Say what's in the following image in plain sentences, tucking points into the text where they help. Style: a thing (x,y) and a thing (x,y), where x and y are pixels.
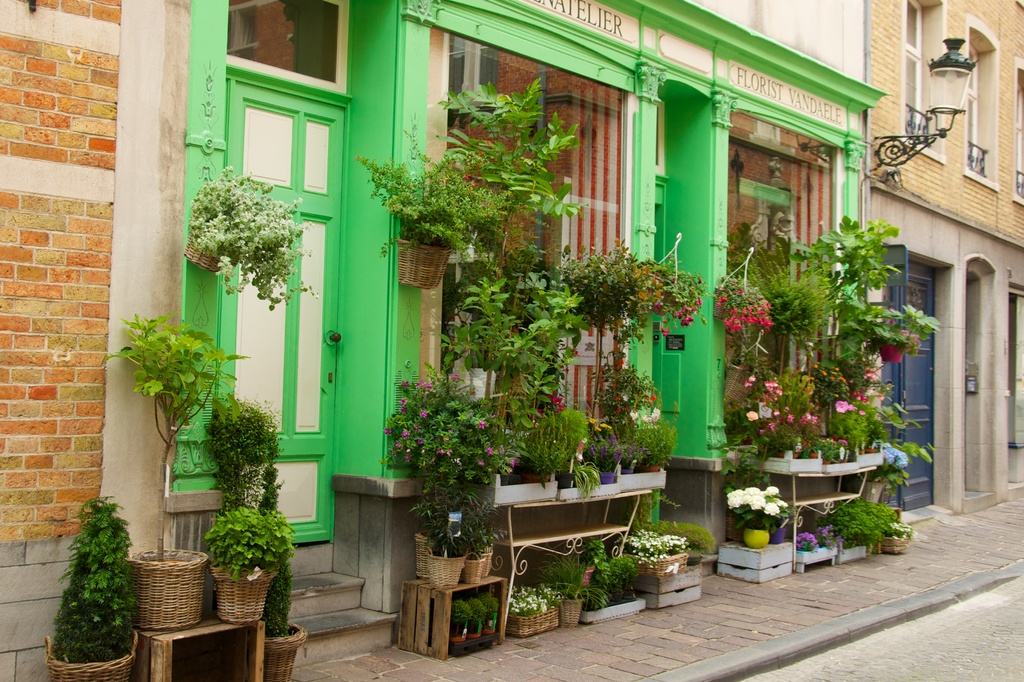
This image consists of many buildings (140,141). In the front (544,404), there are many potted plants (803,305). At the bottom (770,599), we can see a road (961,652) and pavement (852,570). And there are doors (320,258) and window (1021,370).
